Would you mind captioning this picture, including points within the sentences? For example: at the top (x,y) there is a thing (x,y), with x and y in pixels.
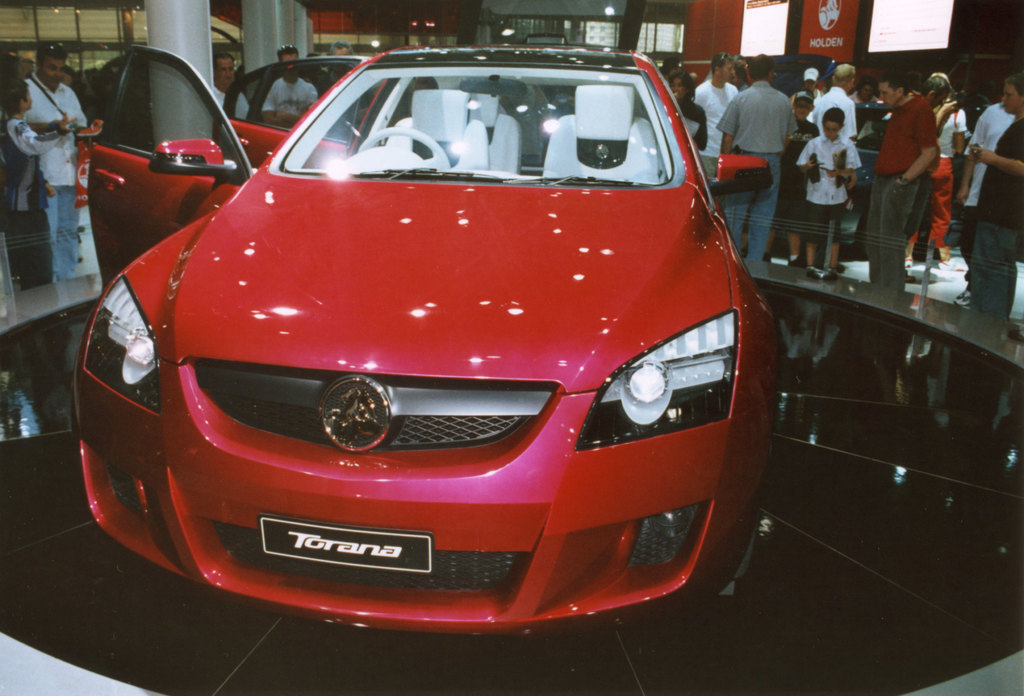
In this picture we can see red color car (297,267) with doors (250,102) opened and this car (714,327) is placed on the floor (626,655) for showcase and at the back of the car (364,69) we can see a crowd (973,195) and this crowd (763,92) is on building (602,30). Here is a poster (816,33) and here is a light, here is a pillar (195,27), here the glasses (57,23).
